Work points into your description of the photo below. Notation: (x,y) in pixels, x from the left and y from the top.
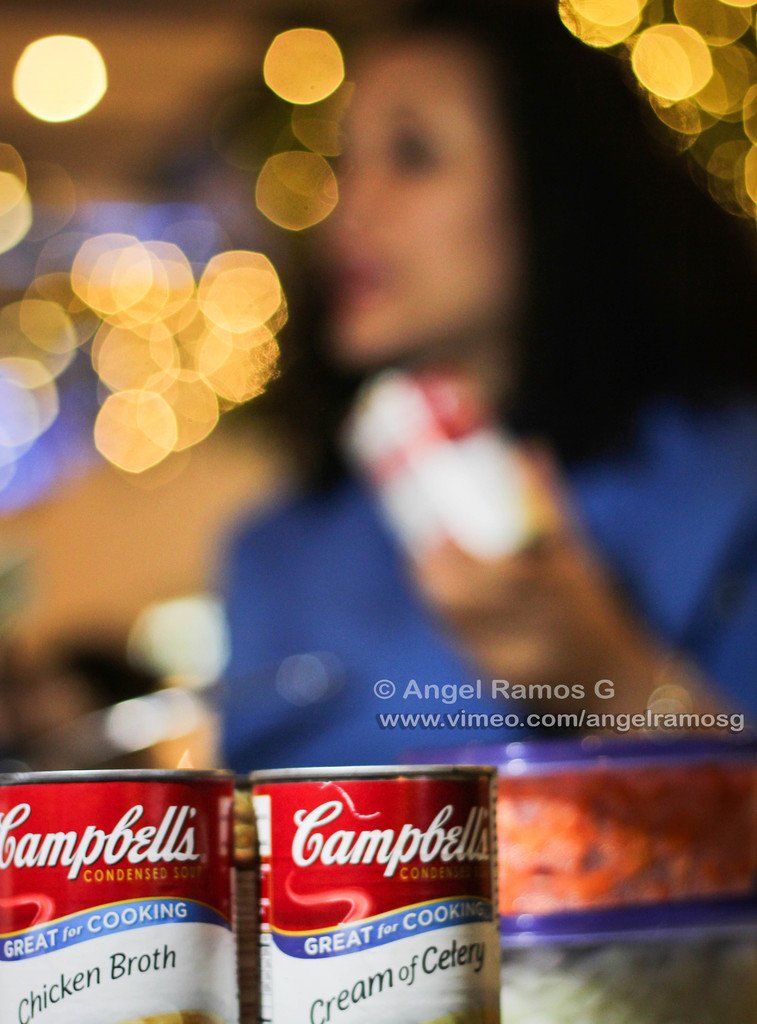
On the right side of the image (586,329) a lady (511,596) is holding an object (474,524) in her hand (500,586). At the bottom of the image (309,945) we can see cans (149,945) and some containers (586,861) are there. In the background of the image (190,278) lights (262,370) are present.
